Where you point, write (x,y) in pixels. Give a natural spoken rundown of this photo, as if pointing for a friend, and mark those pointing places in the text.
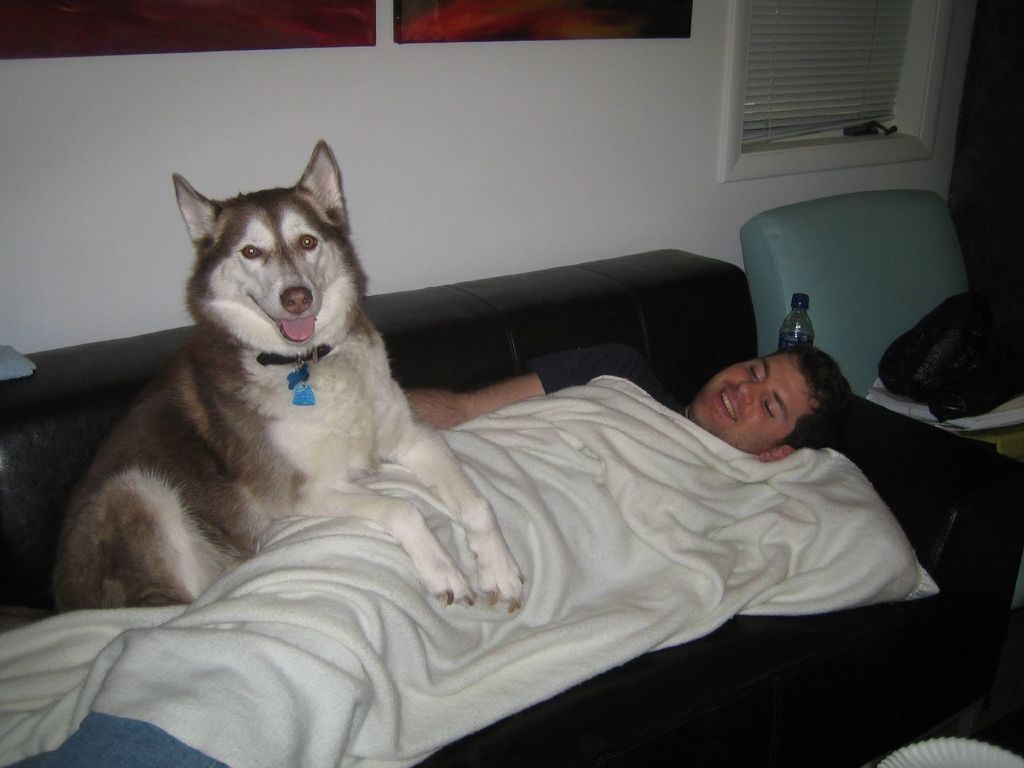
In this image I see a man (767,367) who is lying on the couch (444,339) and he is smiling and I can also see that there is a dog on him. In the background (526,177) I see the wall (539,181), bottle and the chair (837,291).
